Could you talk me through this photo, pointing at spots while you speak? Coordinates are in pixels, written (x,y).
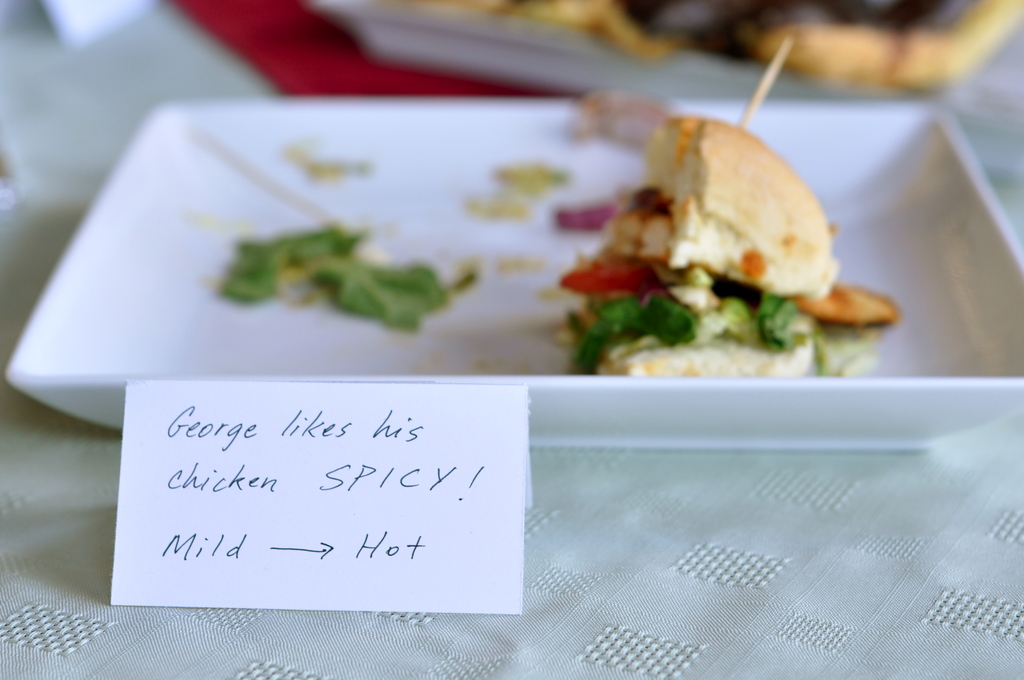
There are some texts (203,477) written on the white color card (494,445) which is arranged on the table (575,570) which is covered with a cloth (136,608) on which, there is a white color tray (116,312) which is having a sandwich (703,248). And there are other objects (518,19).
